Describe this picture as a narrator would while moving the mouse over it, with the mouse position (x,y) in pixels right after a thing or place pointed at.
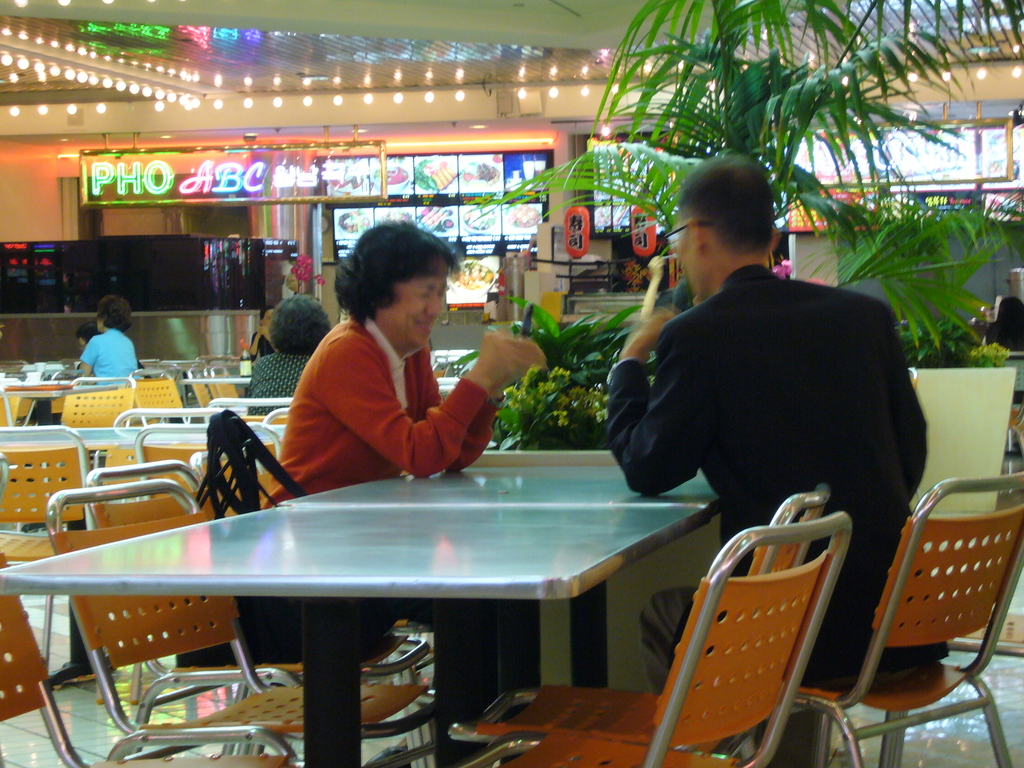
In this image there are group of persons (863,541) sitting on the chair (845,526) and at the background of the image (388,208) there are plants (627,143) and food item menu (473,181) displaying on the screen (493,218).
